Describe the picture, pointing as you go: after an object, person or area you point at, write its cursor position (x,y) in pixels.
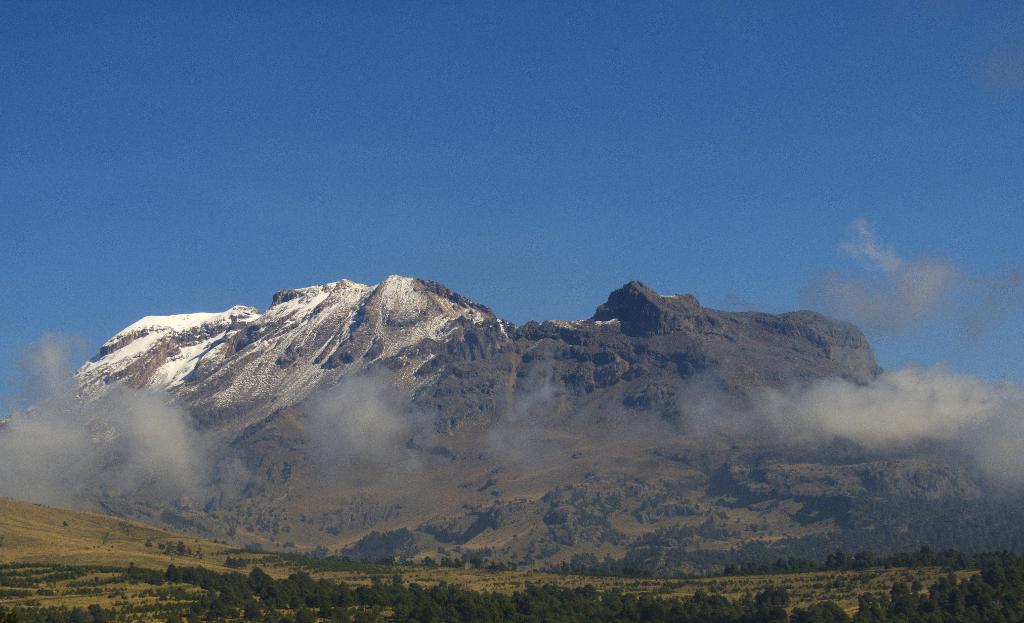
In this image there are trees (648,600), mountains (403,384) and clouds (926,308).
